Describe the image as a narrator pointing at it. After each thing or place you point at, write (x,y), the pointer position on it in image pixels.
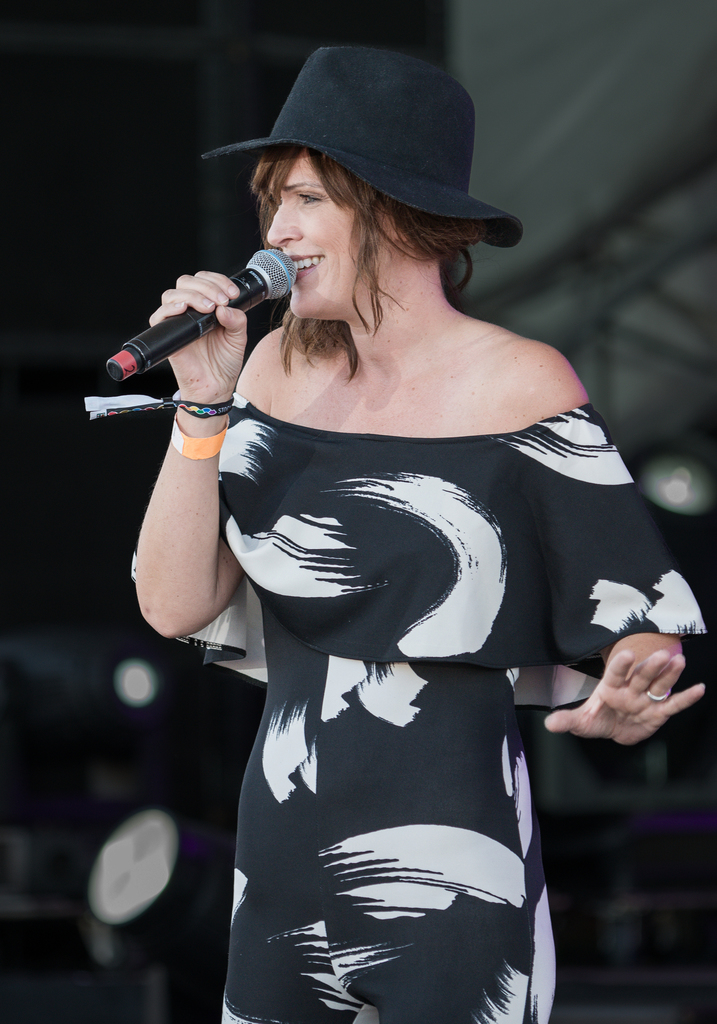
In this picture we can see a woman (408,197) who is holding a mike (287,268) with her hand (219,305). She is smiling and she wear a cap (433,135).
